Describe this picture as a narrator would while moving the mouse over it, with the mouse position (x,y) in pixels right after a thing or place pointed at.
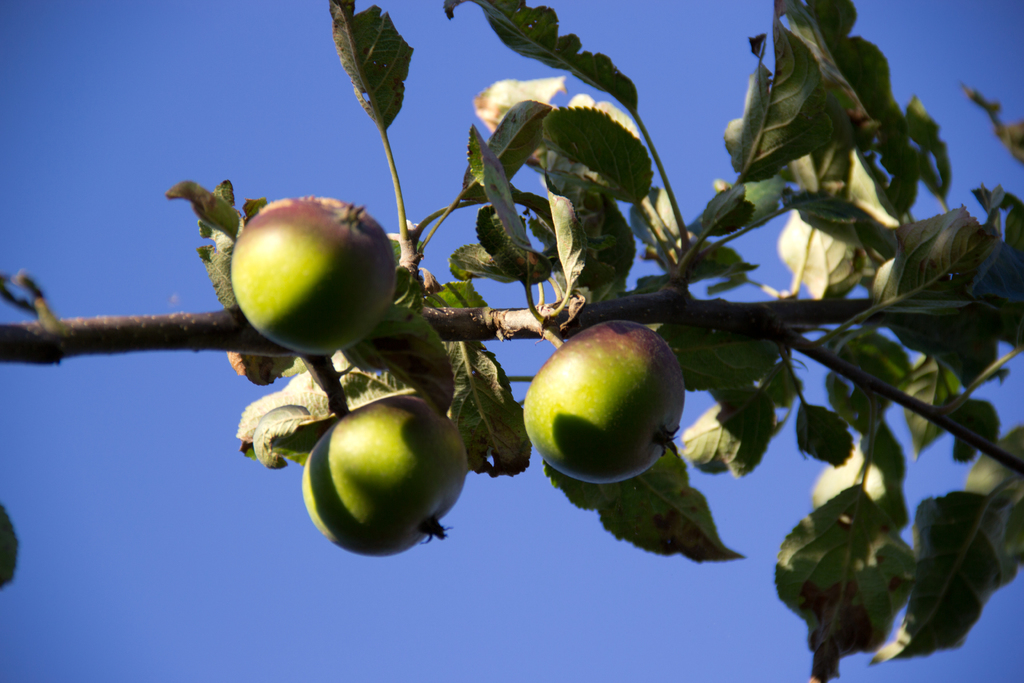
In this image I can see the fruits (383,445) to the plant (540,278). I can see these fruits (357,437) are in green and brown color and there is a blue background (184,66).
